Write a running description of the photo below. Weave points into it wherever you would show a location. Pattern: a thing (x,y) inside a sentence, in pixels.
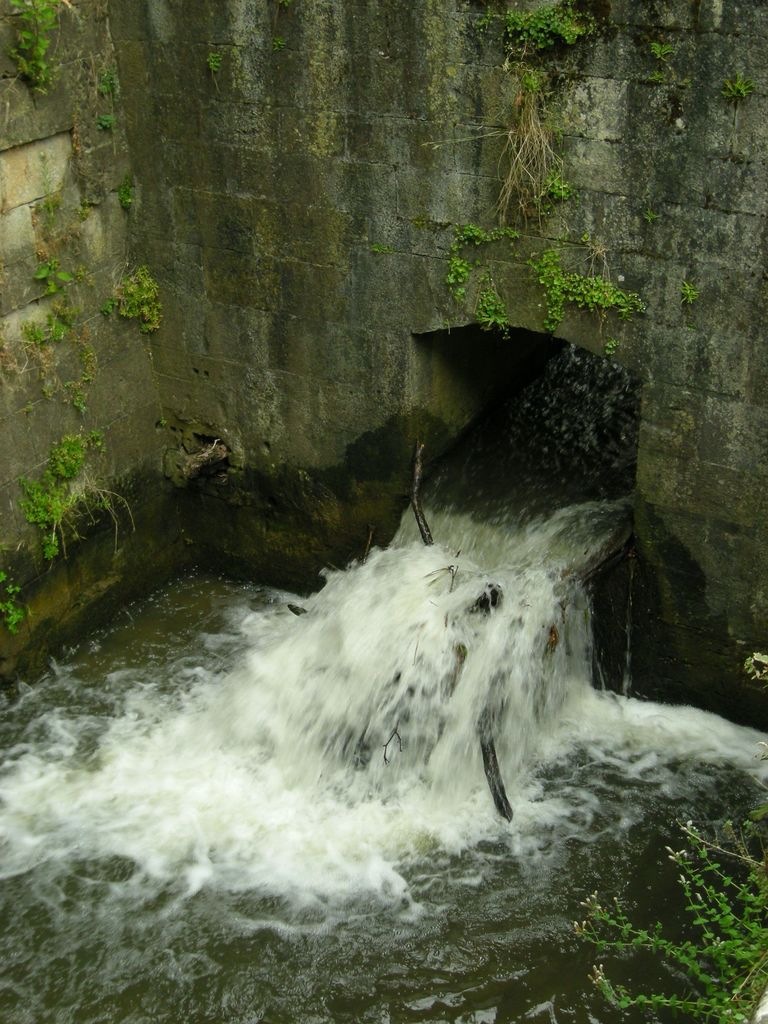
In the foreground of this image (448,583), there is a hole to the wall (349,189) and water (471,548) is flowing through it. On the right bottom (735,992), there is a plant (733,937) and there are plants (562,302) to the wall (94,420).
